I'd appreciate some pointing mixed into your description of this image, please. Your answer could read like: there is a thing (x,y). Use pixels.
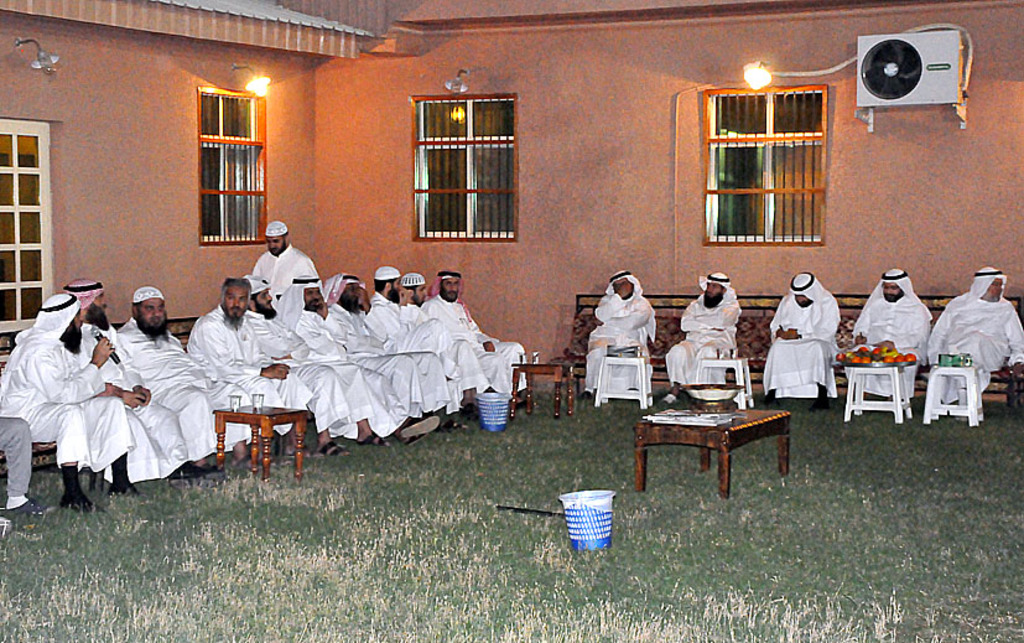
This image is clicked outside. There are Windows (717,192) in the top (439,187). There are lights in the top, there are sofas (11,339) in the middle (664,305) on which people (402,341) are sitting. There are tables (722,432) and stools (901,371). There are dustbins (594,528) in the middle (500,418). There is grass (452,624) in the bottom (433,529). On the stools (728,364) and tables (219,460) There are bowls (710,404), glasses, papers (697,415), fruits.
